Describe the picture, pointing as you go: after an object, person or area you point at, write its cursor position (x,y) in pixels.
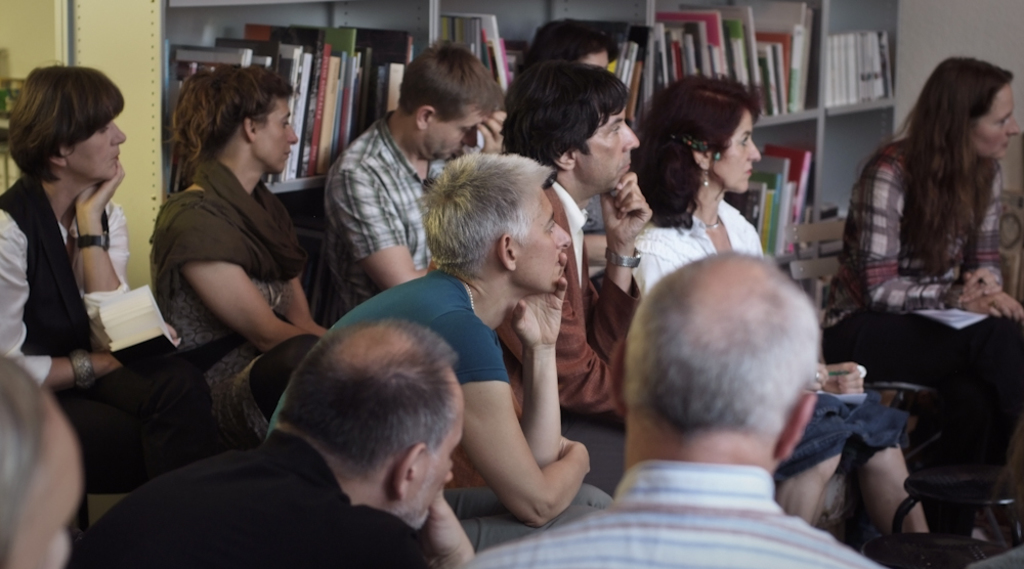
In this picture I can see there are a group of people (604,240) sitting here and they are wearing shirts (931,299) and they are wearing dress (813,415) and they are holding books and in the backdrop (336,31) I can see there is a book shelf (299,23) and there are books (807,20) arranged in the shelf (892,27).
